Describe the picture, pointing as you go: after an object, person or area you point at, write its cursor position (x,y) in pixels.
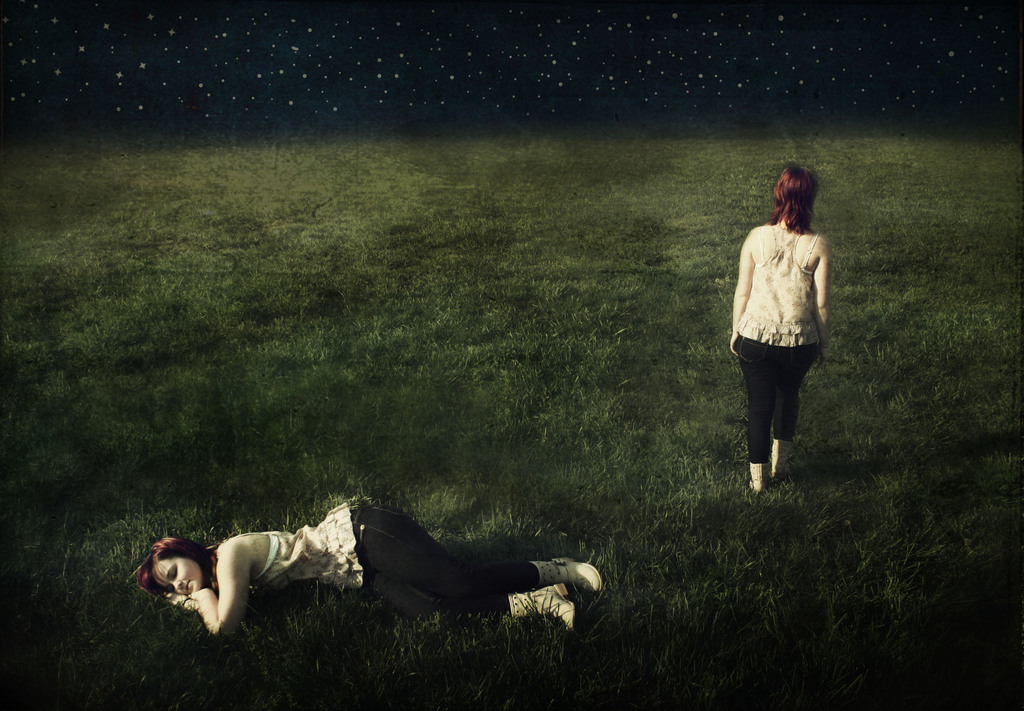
This picture shows a woman (143,565) laying on the ground (639,439) and we see another woman (763,352) standing and we see grass (581,242) on the ground (683,388).
